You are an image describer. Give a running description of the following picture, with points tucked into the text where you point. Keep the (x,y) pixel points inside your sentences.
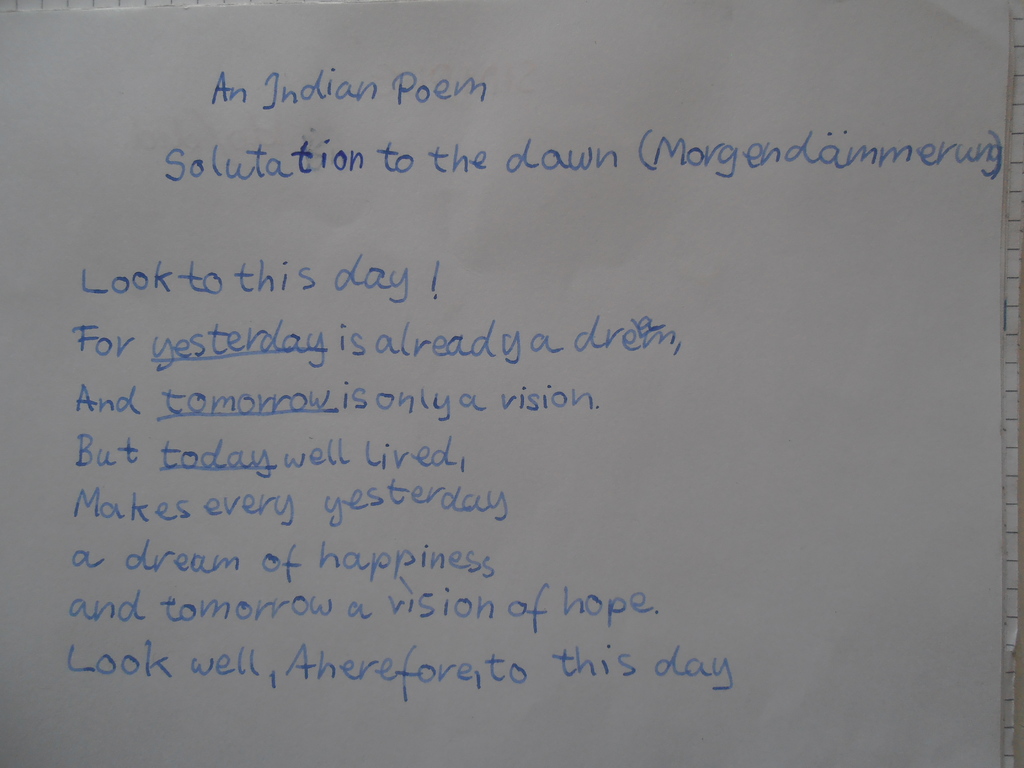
In this image, we can see some text (280,561) on the paper (249,541).
